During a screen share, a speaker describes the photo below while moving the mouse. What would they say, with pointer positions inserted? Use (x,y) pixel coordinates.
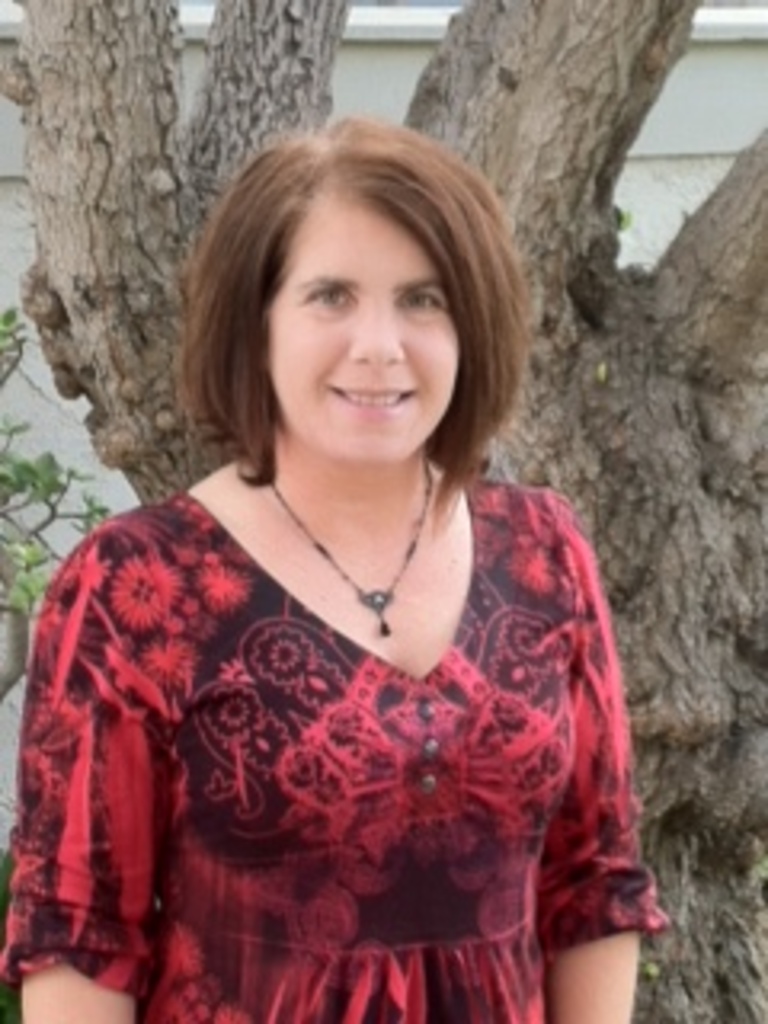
In this image we can see a woman (385,327) wearing a red color dress (529,822) is standing here and smiling. In the background (726,876), we can see the tree trunk (40,190) and the wall (5,212).
